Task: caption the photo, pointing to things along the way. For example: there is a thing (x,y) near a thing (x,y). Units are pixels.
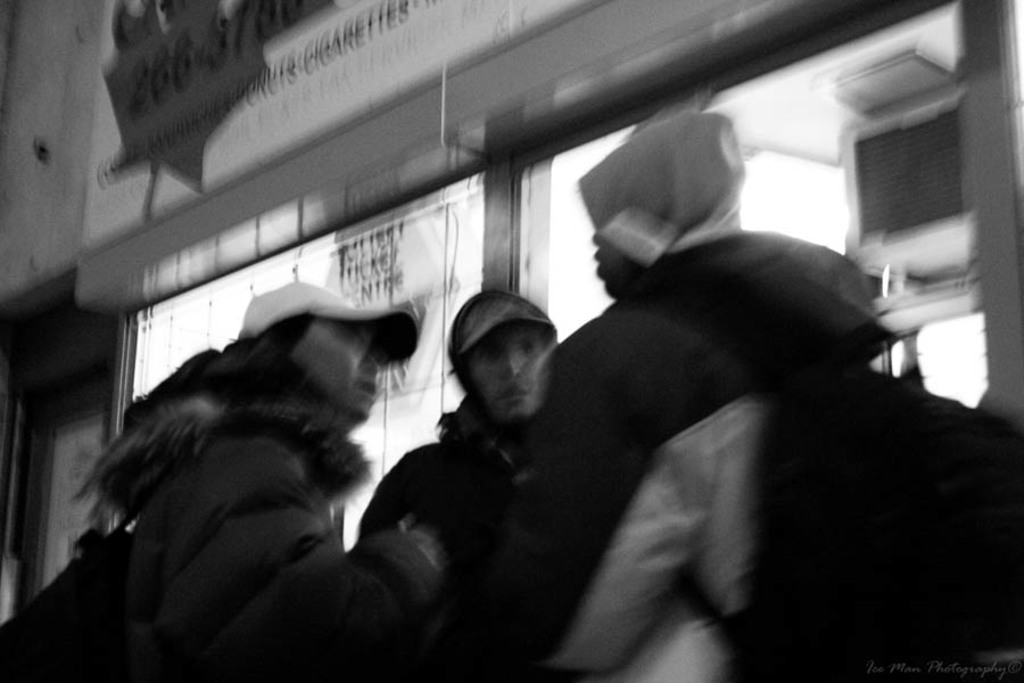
In the picture I can see people (408,494) who are wearing hats (387,336). This picture is black and white in color.
